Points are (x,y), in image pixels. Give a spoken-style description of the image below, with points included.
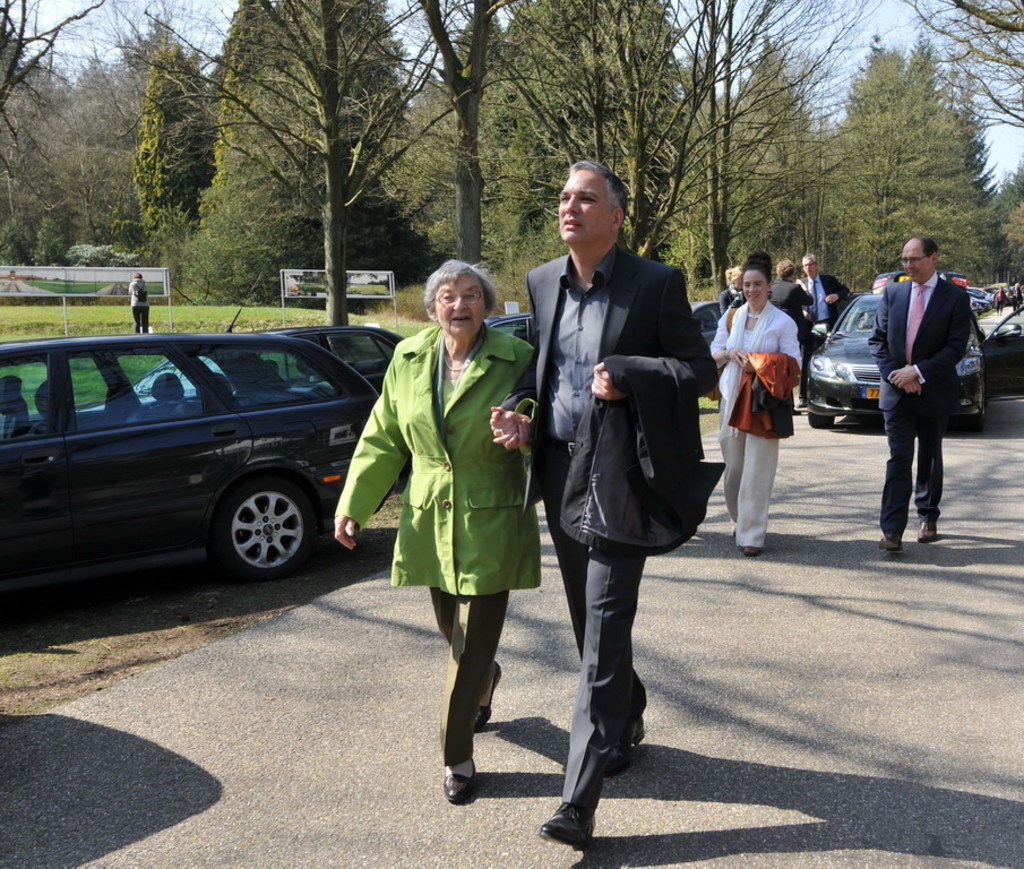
This image consists of many people (506,424) walking on the road (716,683). At the bottom (910,739), there is a road (906,723). On the left (170,440) and right, there are cars (370,394) in black color. In the background (324,244), there are many trees (965,194). On the left (26,294), there are boards (369,291). At the top (869,5), there is sky (879,24).
